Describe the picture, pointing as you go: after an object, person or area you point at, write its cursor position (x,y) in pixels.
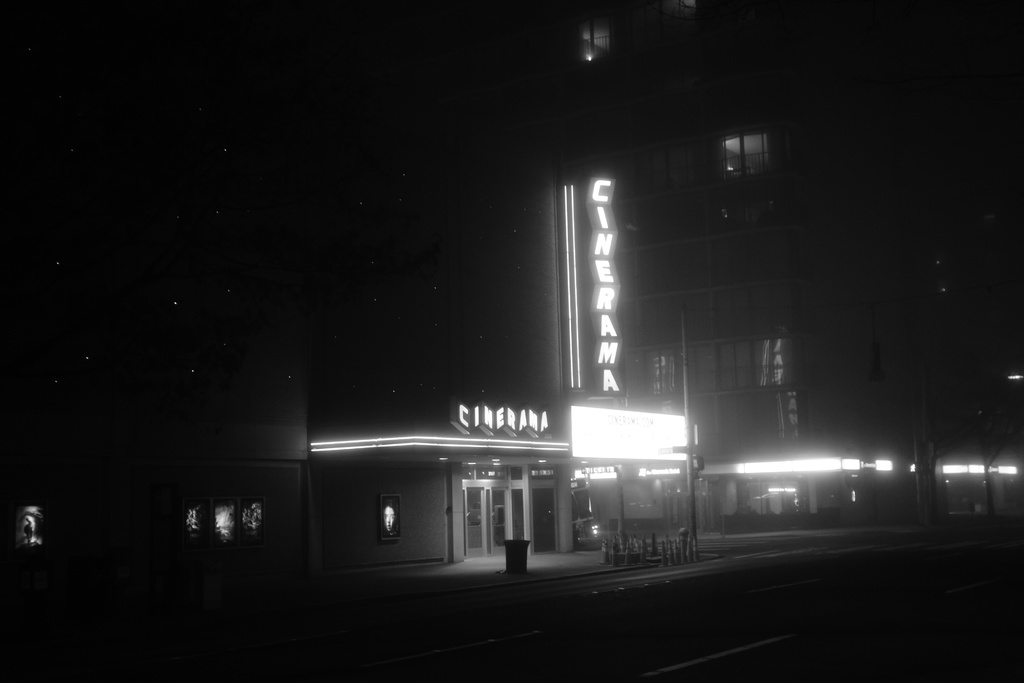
The picture is clicked at night time. In the center of the picture (597,438) there are hoarding (538,424), traffic cones (628,559), and a dustbin (519,560). In the picture there are buildings (780,270) and windows (595,48).
